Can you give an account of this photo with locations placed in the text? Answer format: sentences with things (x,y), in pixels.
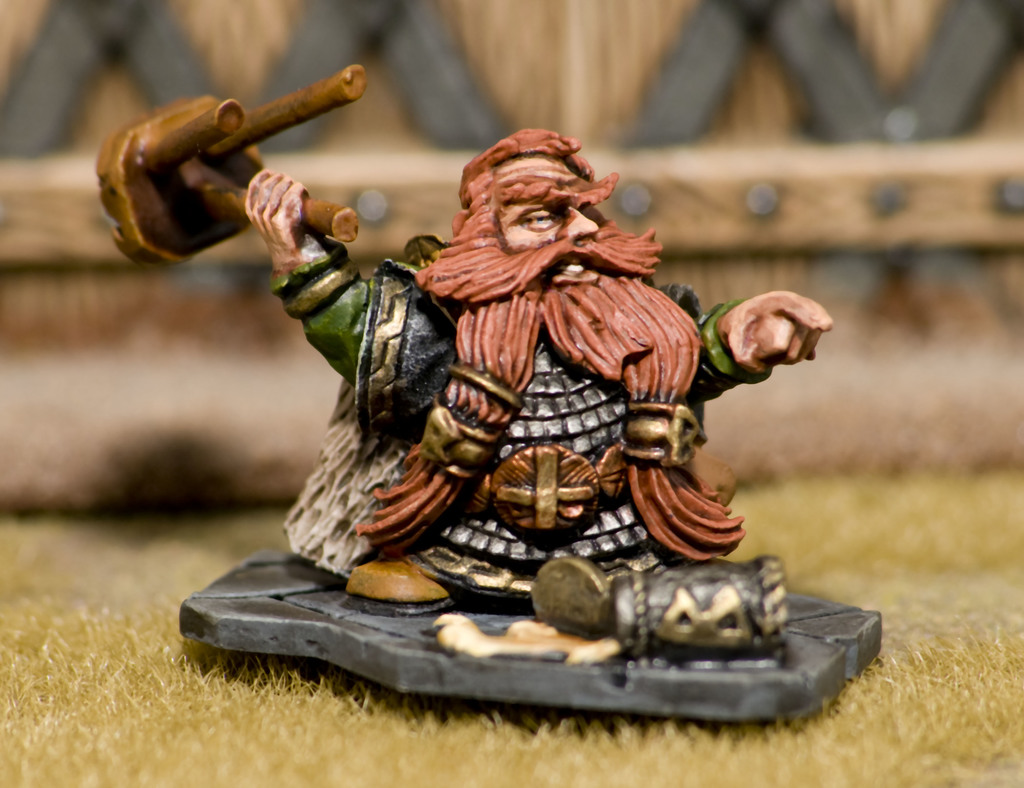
In this image there is a sculpture (442,474) on the ground (372,711). There is a man (532,403) in the sculpture (548,394). The man (450,335) is holding a stool (213,186) in his hand (253,205). There is grass (342,775) on the ground (925,582). In the background (92,71) there is a wooden wall (727,119).
